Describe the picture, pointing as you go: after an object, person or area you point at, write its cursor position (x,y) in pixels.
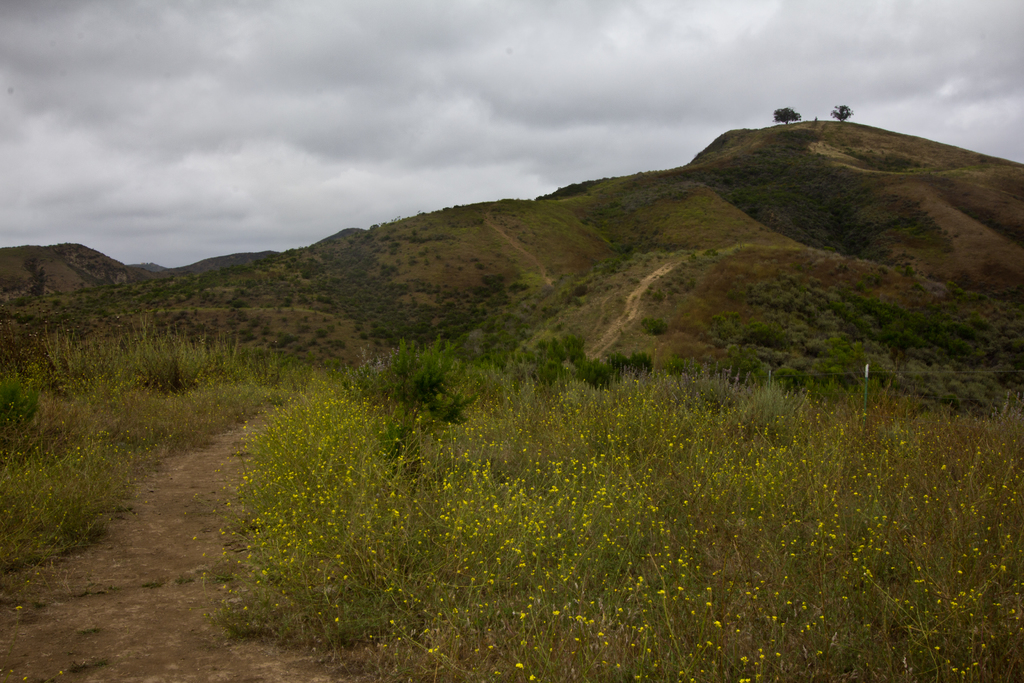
In this image, I can see the hills (568,256), trees (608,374) and plants (326,479). In the background (232,156), there is the sky (526,115).
